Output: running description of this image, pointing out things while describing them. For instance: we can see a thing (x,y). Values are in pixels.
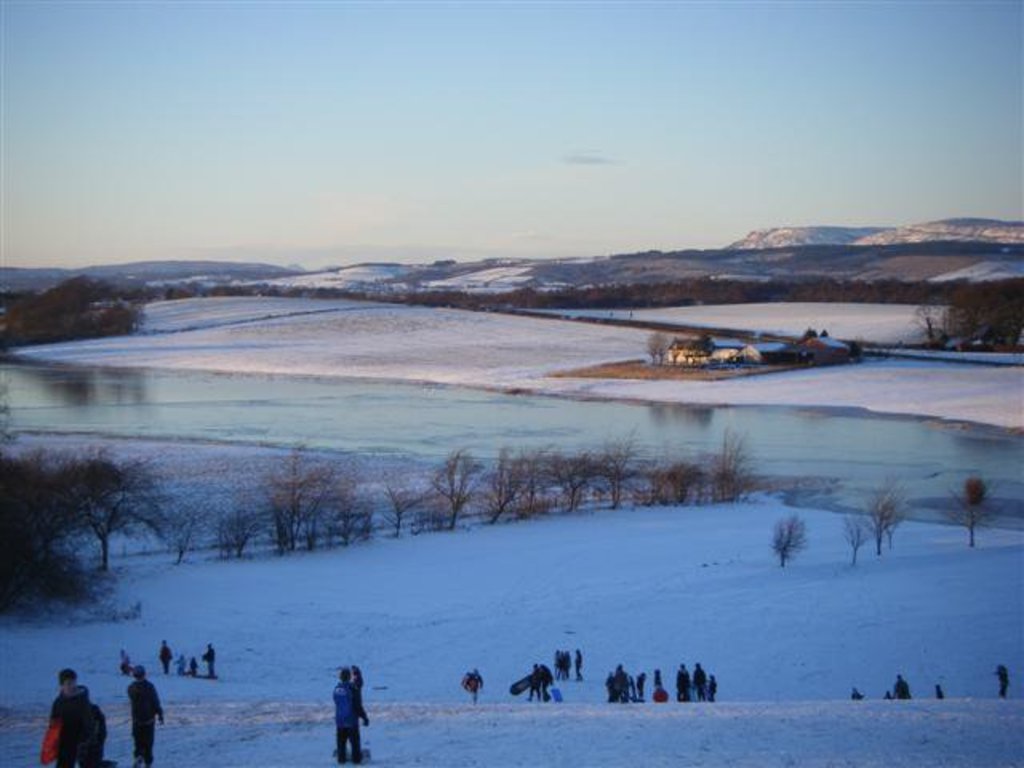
This picture is taken in the snow hill (697,547). In between the snow (349,594), there is a river (37,370). At the bottom (145,720), there are people (624,701) wearing jackets (67,698). In the center (460,450), there are trees (787,526). In the background (406,294), there are trees (822,289) and hills (798,254). On the top (627,126), there is a sky (557,140).
